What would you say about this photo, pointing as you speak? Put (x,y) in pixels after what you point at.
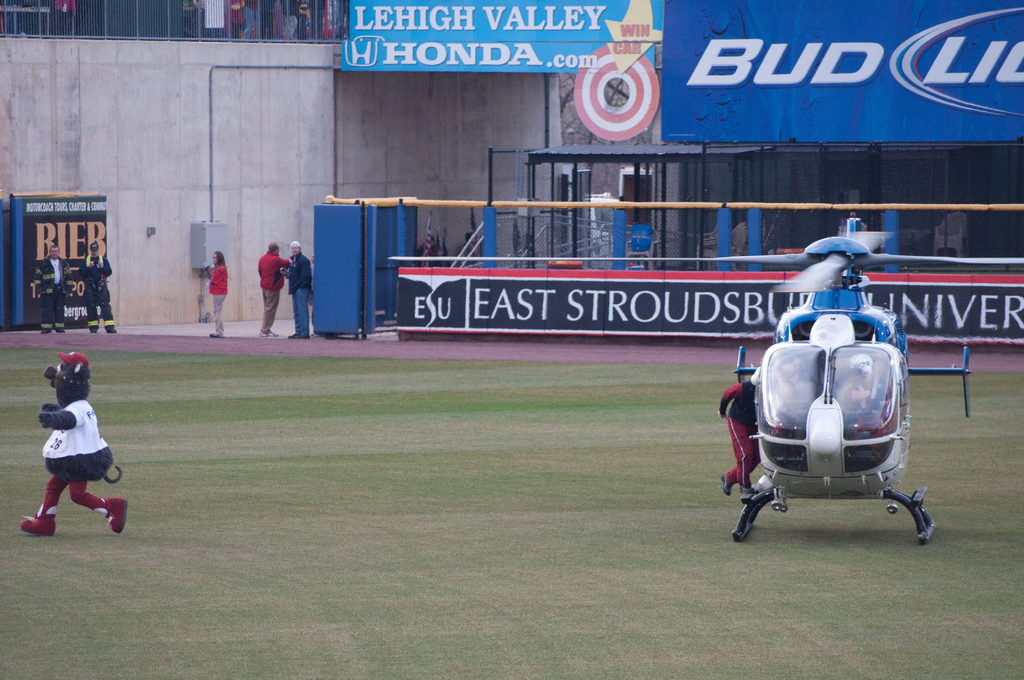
In this image we can see man (62,410) with costumes (48,506), persons (753,488), helicopter (769,476) on the grass (691,550). In the background (308,27) we can see persons (217,268), advertisements (926,4), pillars (619,249), shed (682,182) and wall (244,150).
